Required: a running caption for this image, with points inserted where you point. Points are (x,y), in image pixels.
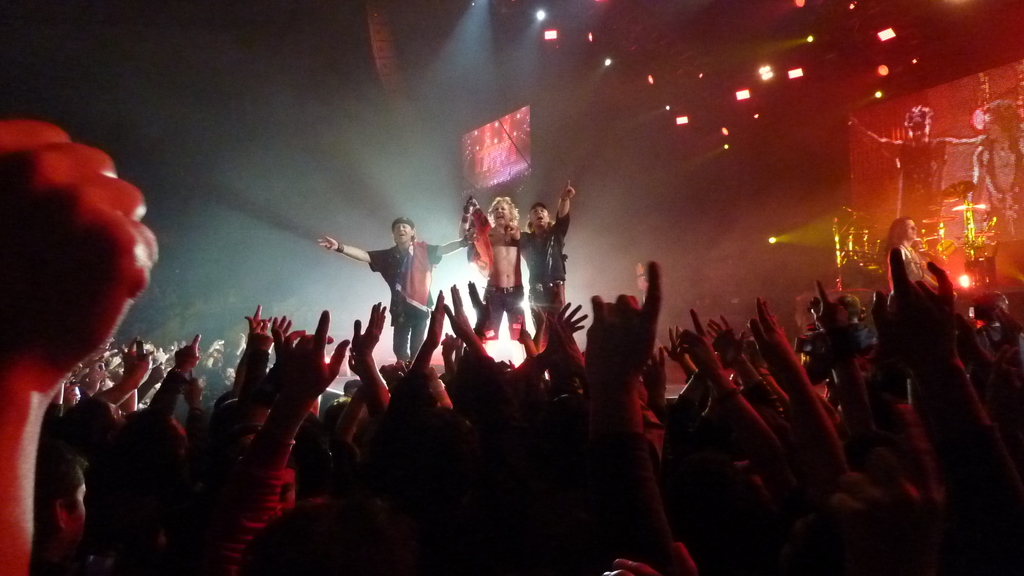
In this image I can see a crowd (448,385) at the bottom (454,406) and group of people (543,266) are performing on the stage (710,270). In the background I can see focus lights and musical instruments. This image is taken from the crowd (372,385) during night.
